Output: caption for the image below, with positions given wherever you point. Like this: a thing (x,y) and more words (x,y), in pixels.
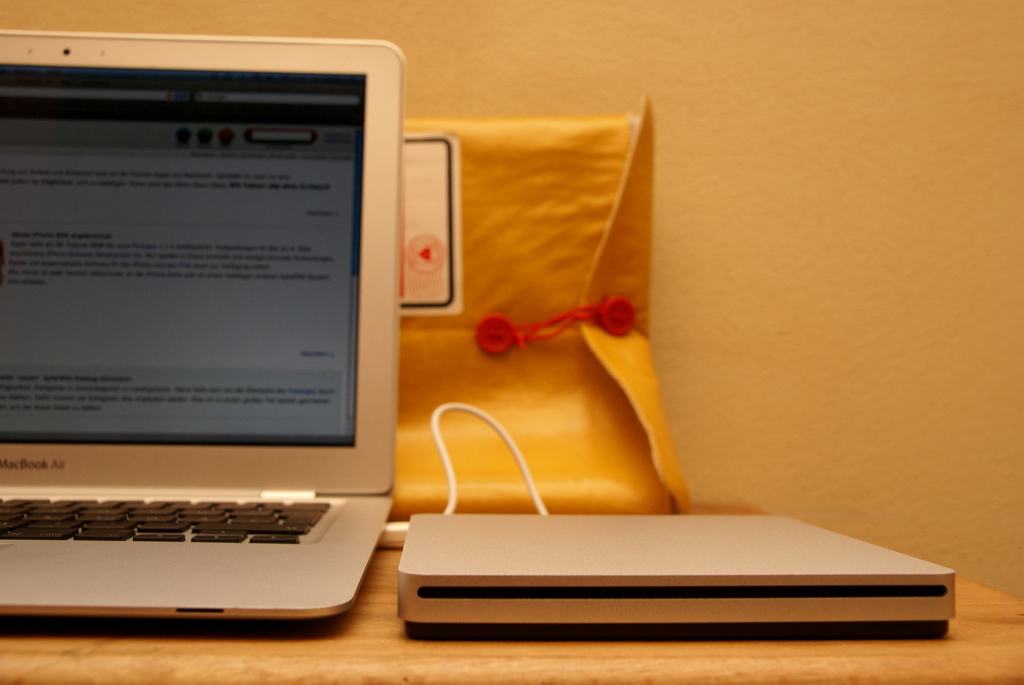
In this image there is a table (491,675) and we can see a laptop (215,316), wire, hard disk (536,598) and a file (532,441) placed on the table (321,659). In the background (734,247) there is a wall (494,113).
